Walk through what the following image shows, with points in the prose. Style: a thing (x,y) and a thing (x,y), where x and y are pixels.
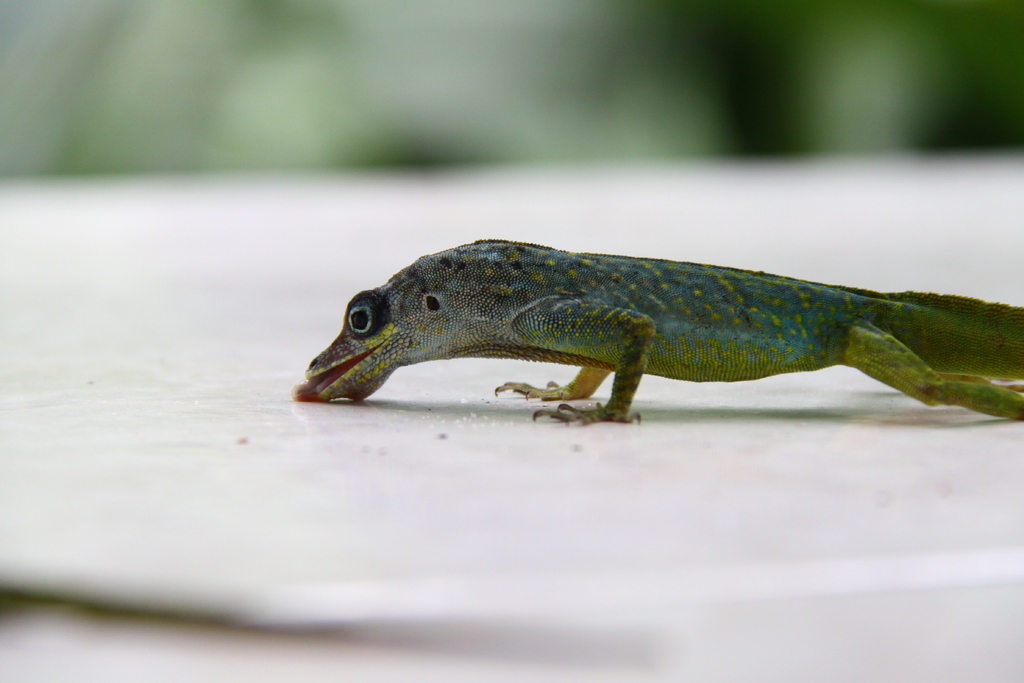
In this image I can see a green color reptile (711,361).
